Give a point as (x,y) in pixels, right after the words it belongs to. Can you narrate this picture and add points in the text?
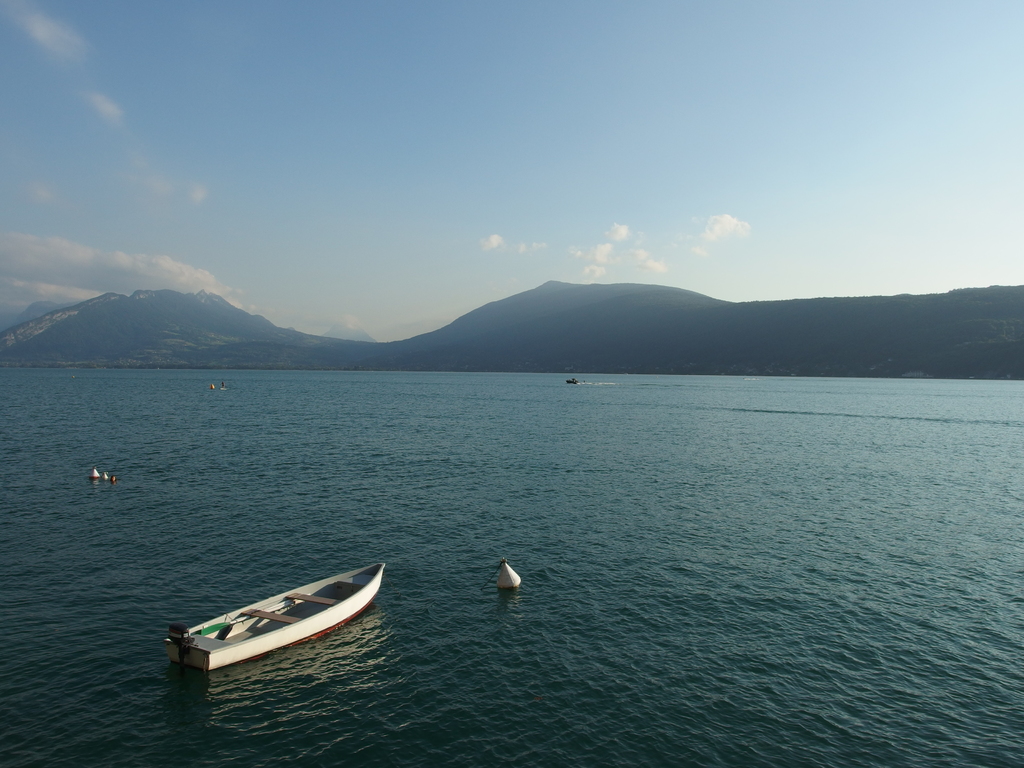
There is a boat (248,615) on the water (582,459). In the back (272,320) there are hills (152,300) and sky (368,178) with clouds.
